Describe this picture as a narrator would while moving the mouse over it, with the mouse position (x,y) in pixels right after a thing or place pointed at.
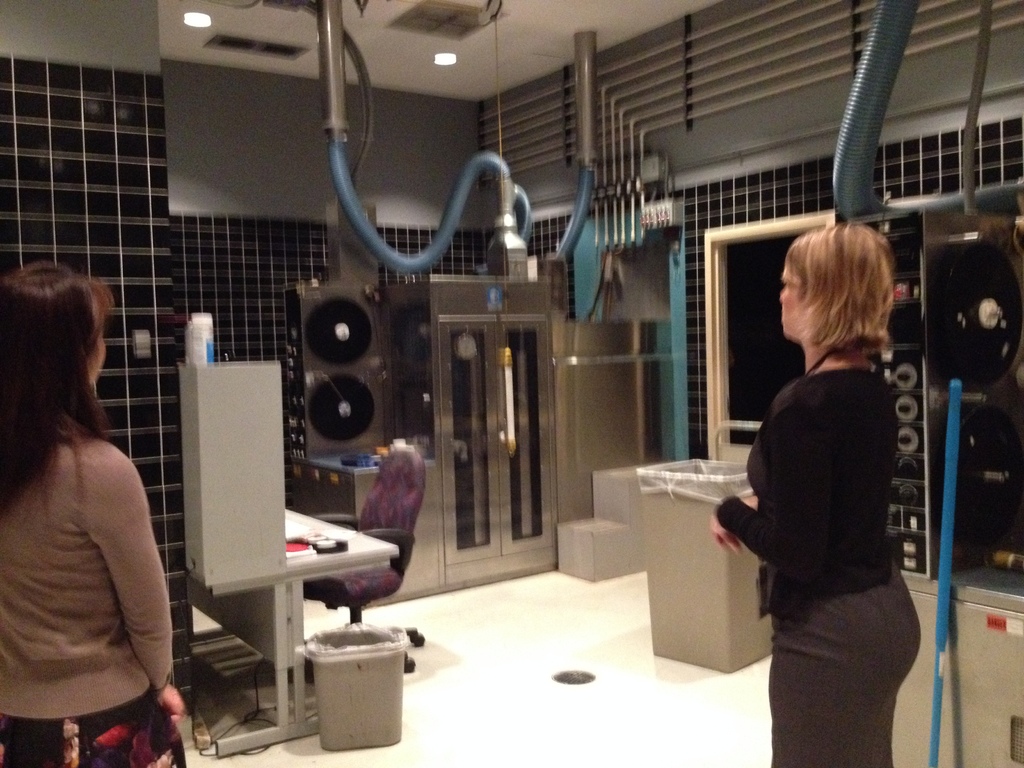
In this picture couple of woman (37,742) standing and I can see a chair (401,572) and a table (313,537) and couple of dustbins (385,695) and few machines (992,361) and couple of lights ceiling (391,56).
